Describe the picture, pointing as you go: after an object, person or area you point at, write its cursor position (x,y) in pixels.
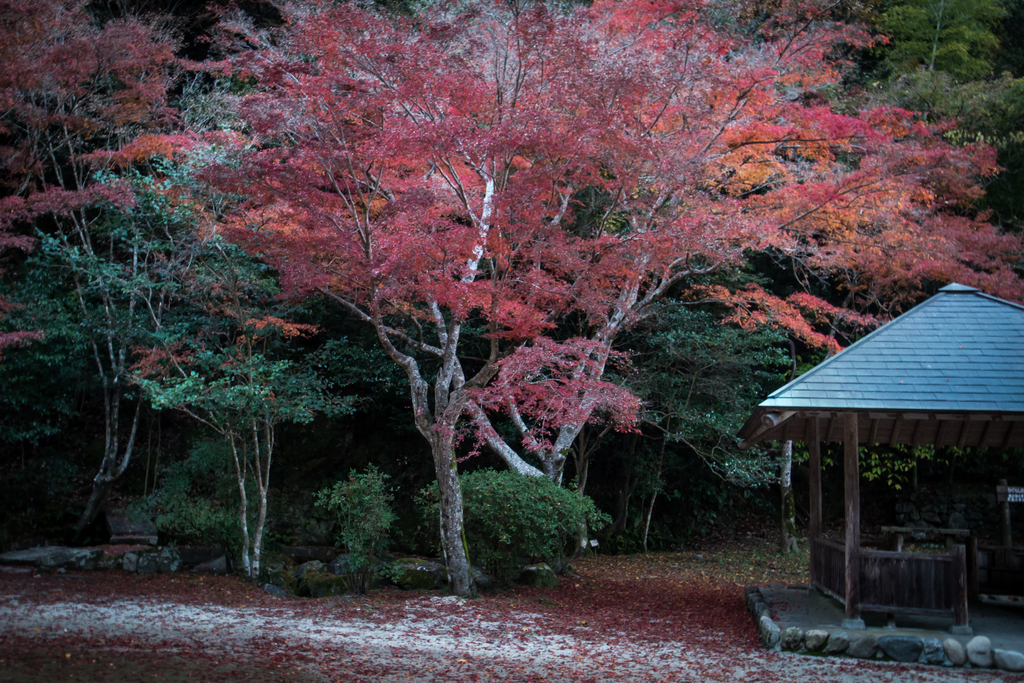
In this image we can see a group of trees (436,422) and plants (557,502). On the right side (848,517), we can see a shed (894,591). At the bottom (444,624) we can see the leaves (380,619).
